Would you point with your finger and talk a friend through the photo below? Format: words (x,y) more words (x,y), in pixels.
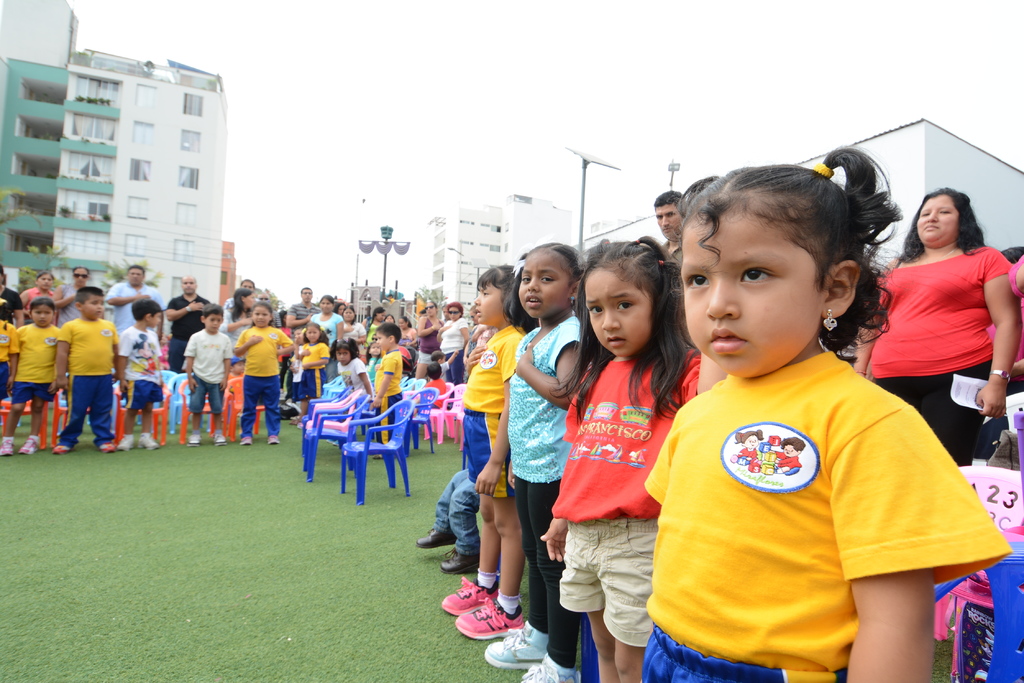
In this image there are group of persons (332,320) standing. In the center (374,429) there are empty chairs (357,421) and there's grass (255,573) on the ground (255,573). In the background (99,175) there are buildings (516,217) and poles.
